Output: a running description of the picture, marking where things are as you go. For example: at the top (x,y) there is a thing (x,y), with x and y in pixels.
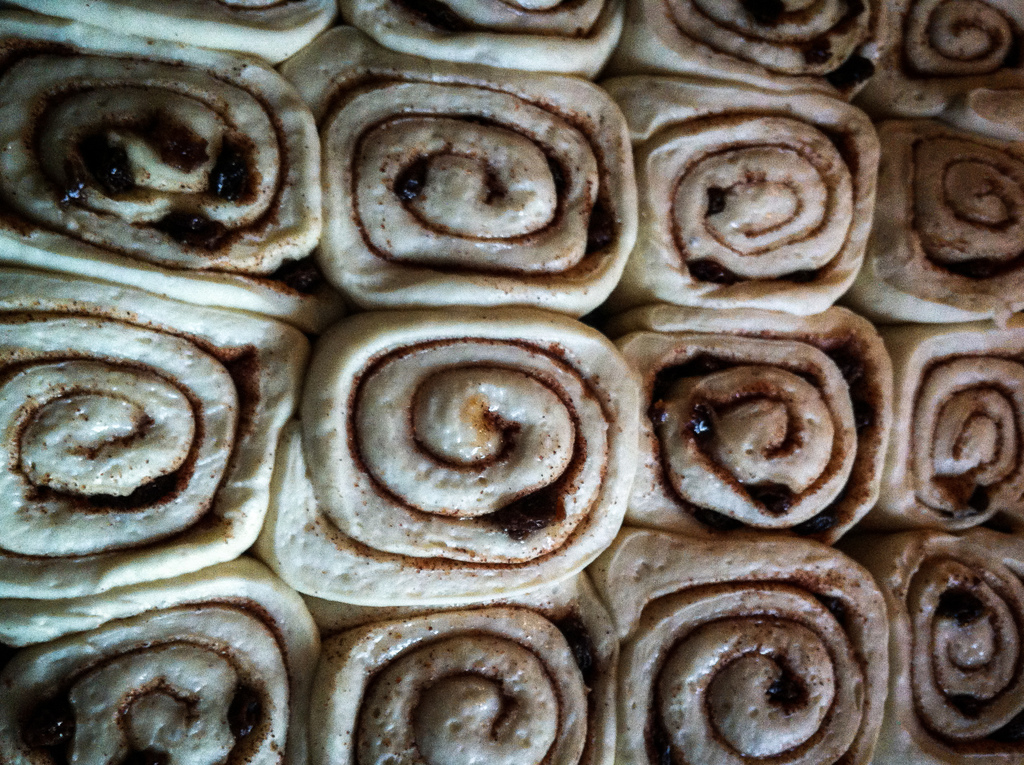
This picture contains raisin cinnamon rolls (486,399).
